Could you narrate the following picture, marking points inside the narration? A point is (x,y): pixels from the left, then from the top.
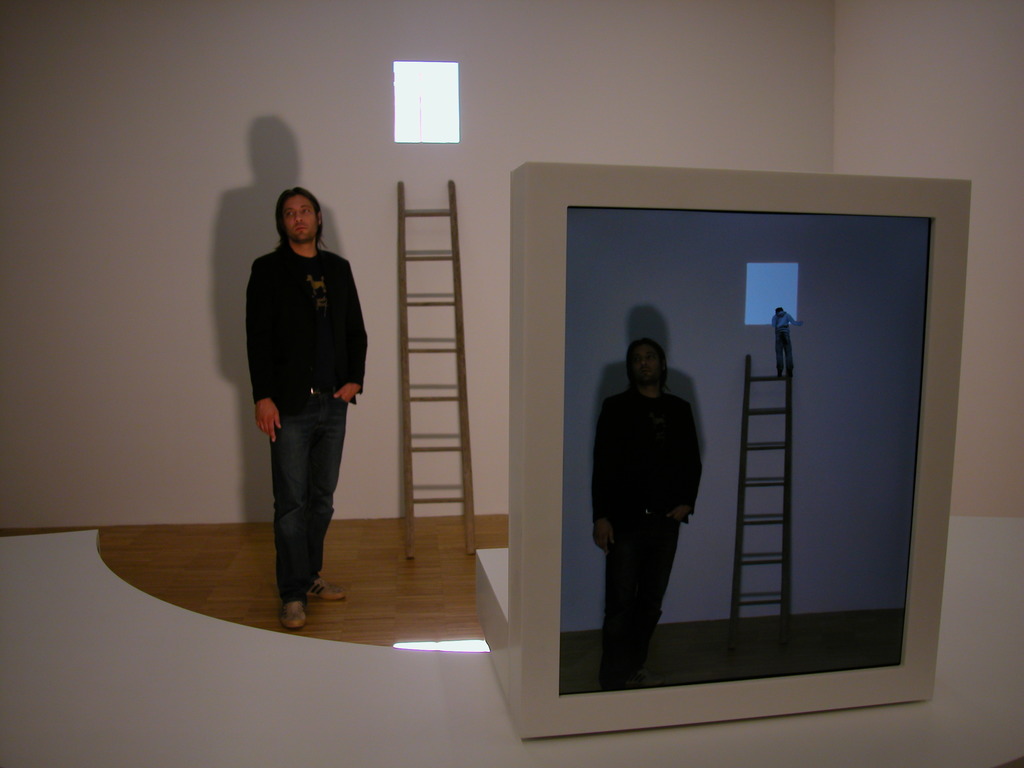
In this image, we can see a person (305,539), a ladder (404,283) and the wall (379,168) with some object (424,138). We can also see a white colored table (985,616) with a screen (710,460).
